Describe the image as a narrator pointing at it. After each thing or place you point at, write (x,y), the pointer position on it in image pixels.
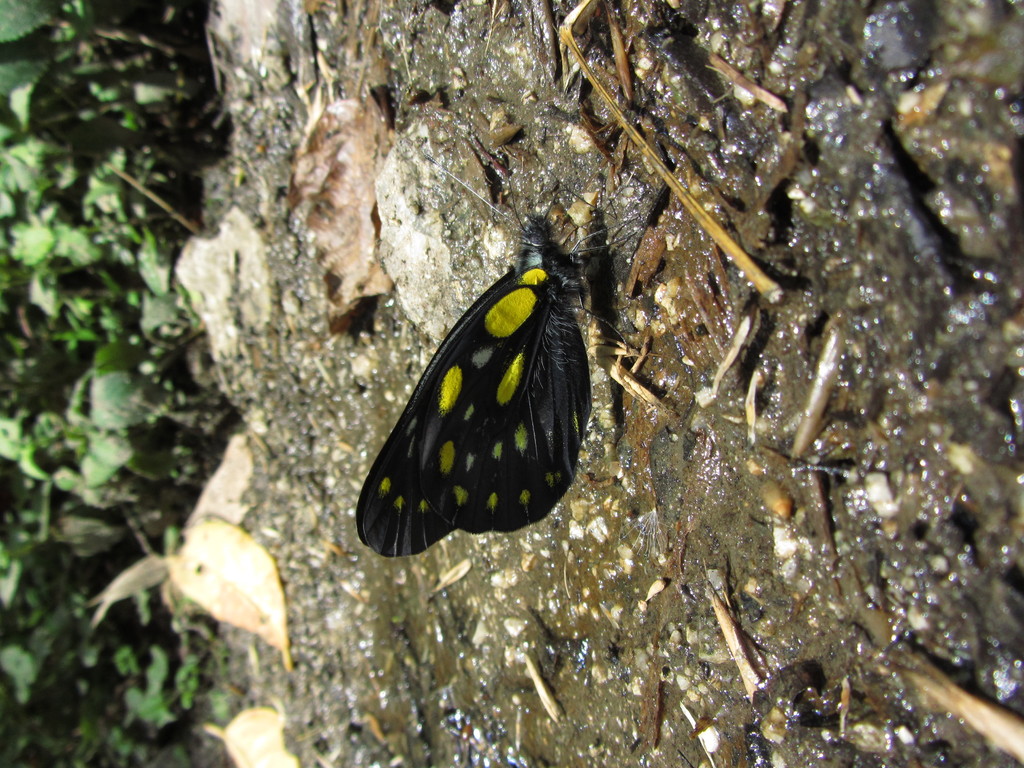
This image consists of a butterfly (471,428) in black and yellow color. It is on the ground (413,270). In the background (123,392), we can see the plants (91,360).
